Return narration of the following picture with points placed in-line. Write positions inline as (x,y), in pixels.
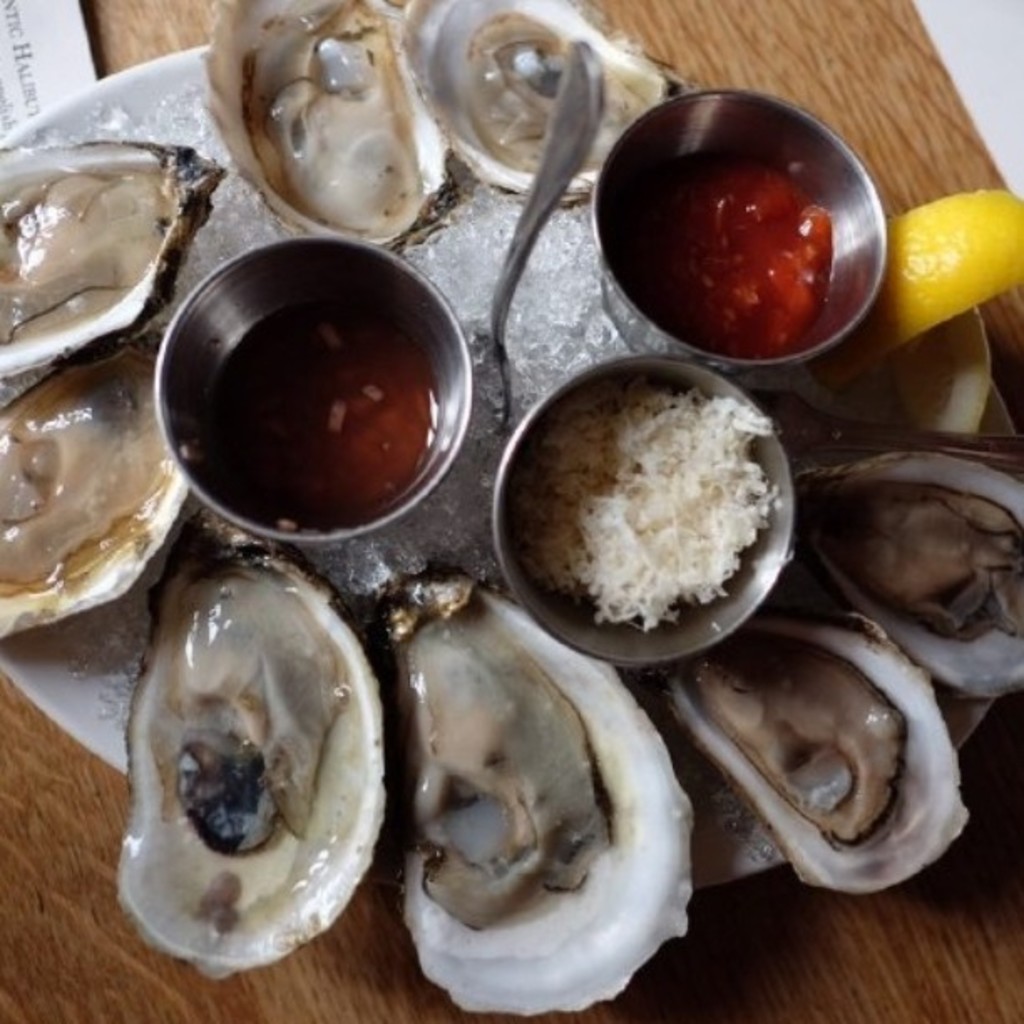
In the center of the image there is a table (922,154). On the table (951,152), we can see the papers (22,45), one plate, one spoon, bowls (670,120) and some food items (594,498).
